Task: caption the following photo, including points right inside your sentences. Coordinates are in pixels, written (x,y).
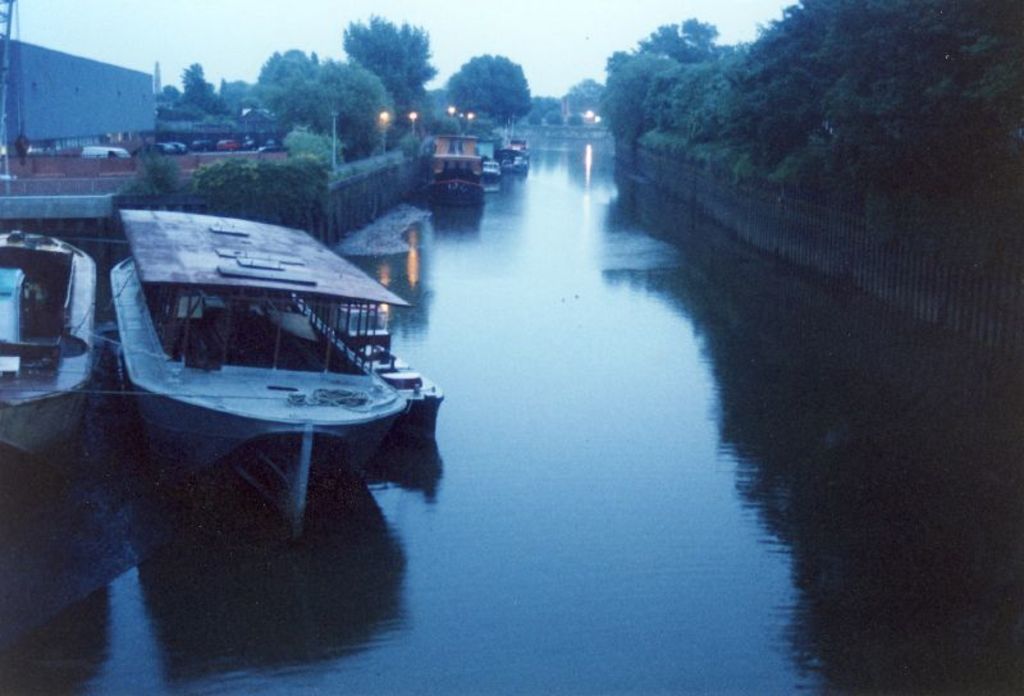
In the picture there are many boats (445,142) floating beside a land (161,140) and there are few vehicles (95,151) parked in the parking area (155,151), around the river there are plenty of trees (751,135) and there is a fencing (664,169) around the river (679,216).
